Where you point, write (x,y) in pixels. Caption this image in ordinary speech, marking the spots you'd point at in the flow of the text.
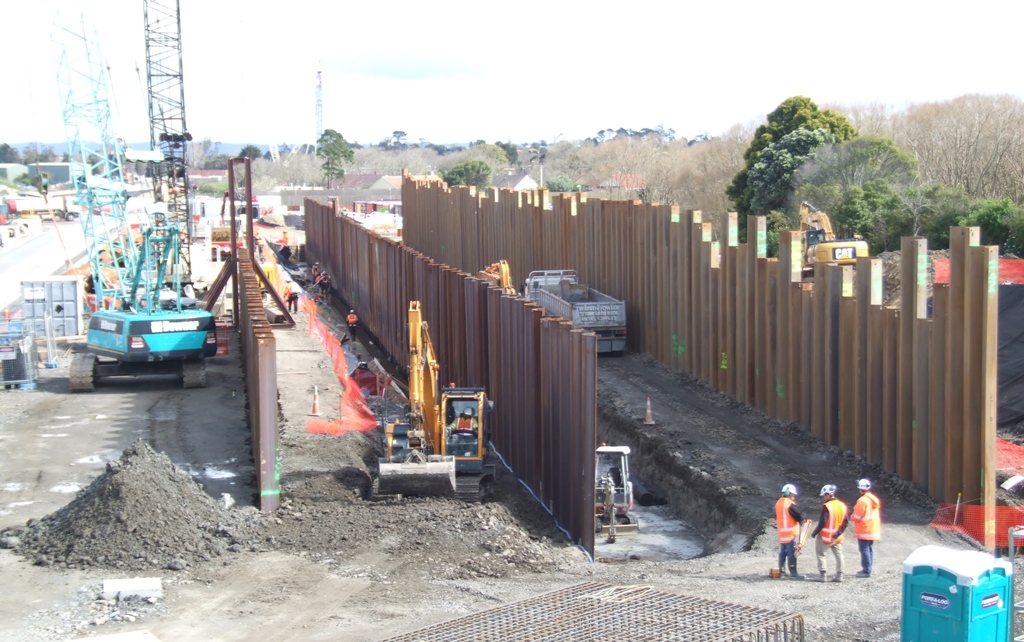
In this image, on the right side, we can see three people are standing on the land (855,637). In the right corner (949,553), we can also see a box (922,622). On the right side (880,362), we can see a vehicle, metal pillars (703,294), trees (1021,147). On the left side (112,336), we can see some vehicles (130,321), metal grills (166,152), sand (219,566). In the middle of the image (483,369), we can see a truck (581,311), metal grills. In the background (433,168), we can see some trees (456,162), plants (332,131), pole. At the top (460,124), we can see a sky (657,79).
